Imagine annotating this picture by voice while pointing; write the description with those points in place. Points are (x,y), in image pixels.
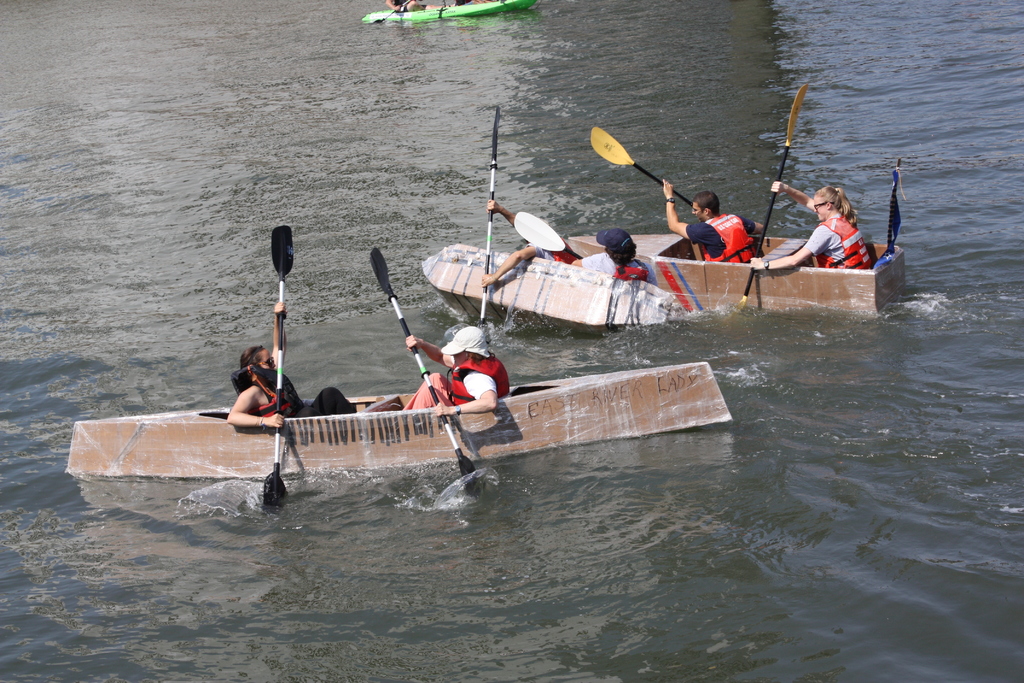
In the image there are few persons (838,225) rowing boat (362,412) in a lake (578,92).
